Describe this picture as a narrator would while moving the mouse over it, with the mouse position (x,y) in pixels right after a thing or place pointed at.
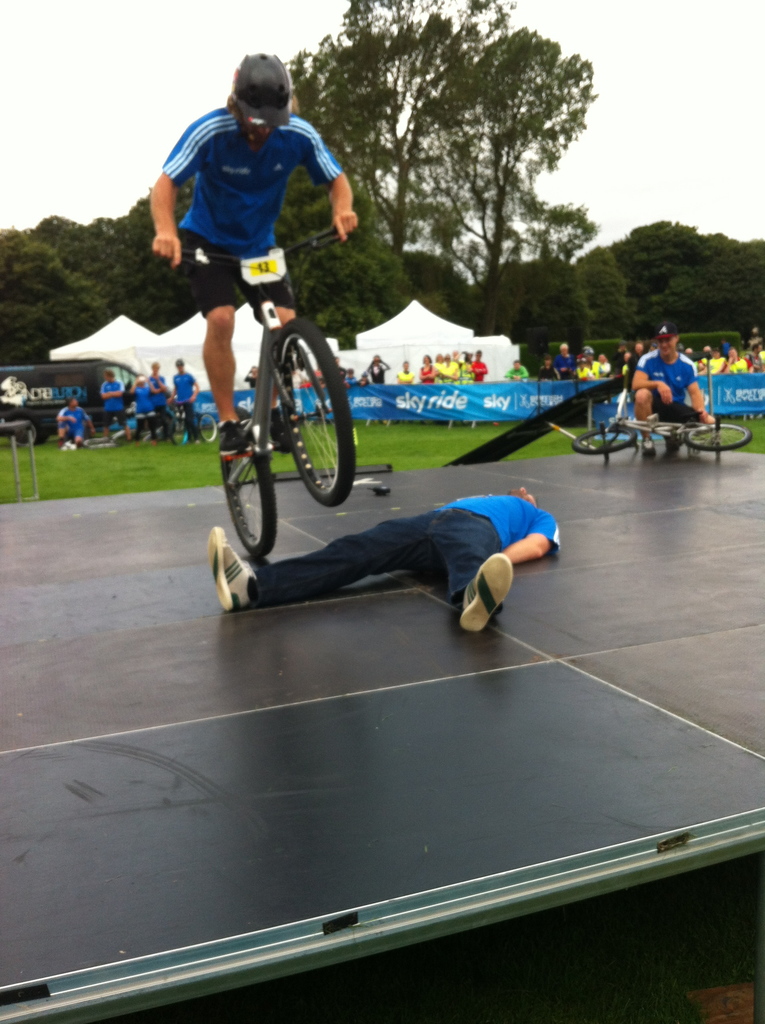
In this image, we can see three people (234,570) are on the stage (408,584). Here a person (235,247) is riding a bicycle (260,414). Right side of the image (679,407), a person (663,410) is holding a wheel (708,427). Background (441,447) we can see a grass (401,440), banners (380,412), group of people (513,365), tents (346,362), vehicle (44,389), so many trees (729,280). Top of the image (633,220), there is a sky (649,153). In the middle of the image (465,542), a person (486,559) is lying on the stage (489,715).
